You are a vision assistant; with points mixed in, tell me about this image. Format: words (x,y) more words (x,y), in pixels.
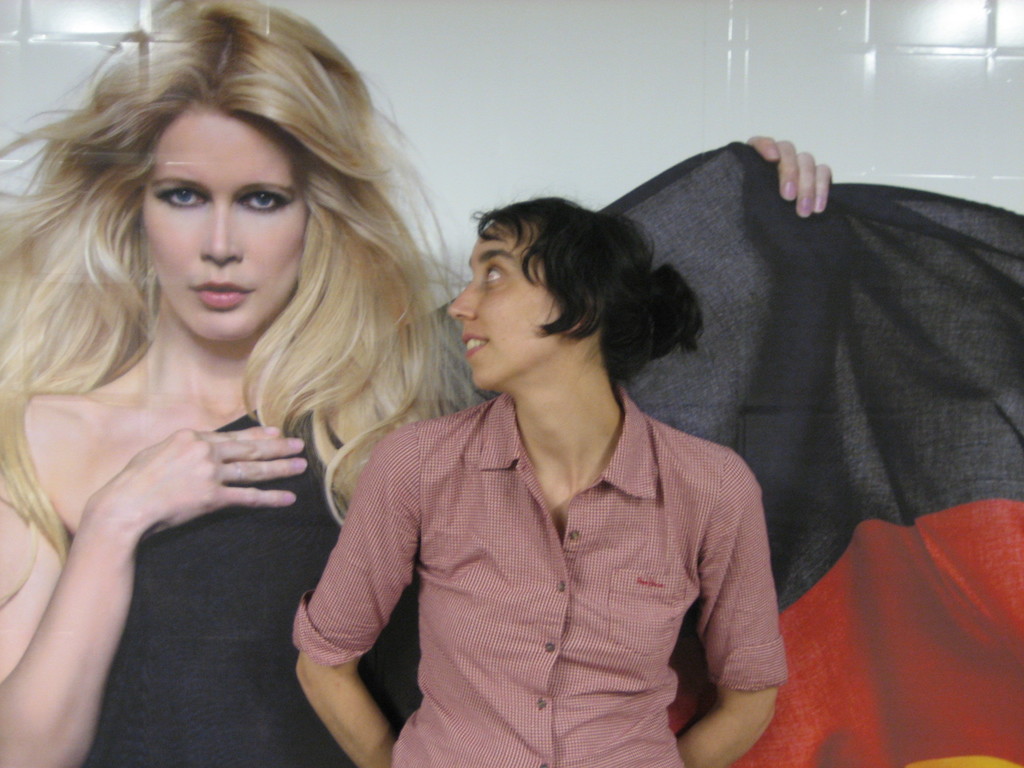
In the middle (514,287) a woman (366,745) is standing, she wore a shirt (593,618), in the left side (43,223) it is a picture (286,328) of a woman (339,375), she wore a black color dress (223,578), behind them it's a wall (613,75) which is in white color.
